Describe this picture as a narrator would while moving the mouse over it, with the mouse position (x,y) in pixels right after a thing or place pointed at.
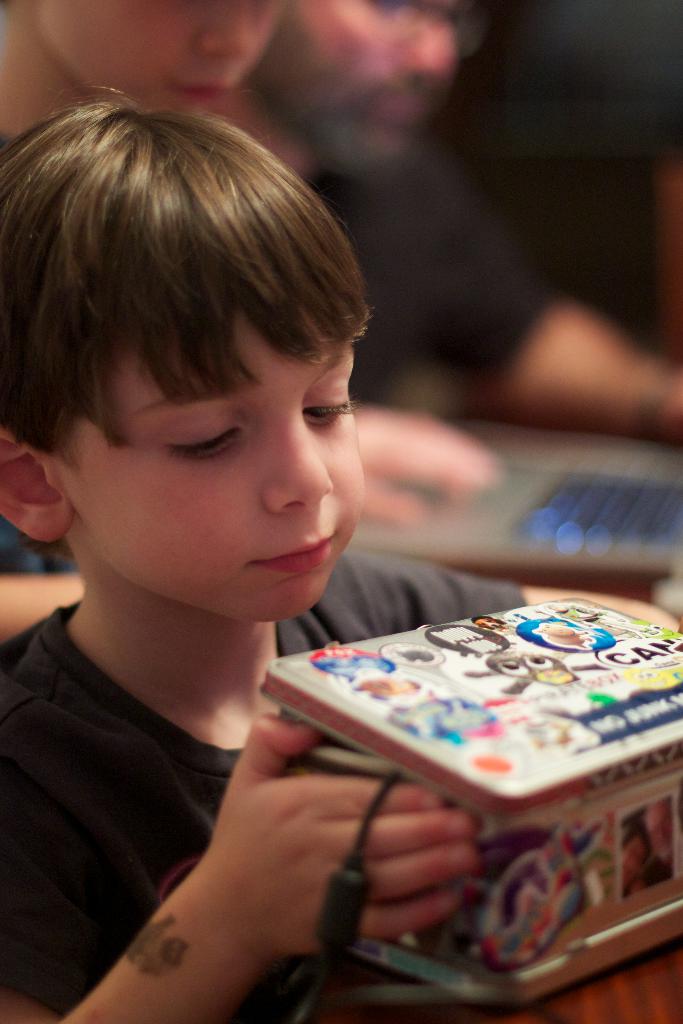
In this image I can see a boy (147,616) in the front (382,835) and I can see he is holding a box (576,613). I can also see he is wearing grey colour t shirt (160,746) and on the box (454,758) I can see number of stickers (461,685). In the background (454,314) I can see two persons (383,133), a laptop (596,456) and I can see this image is little bit blurry in the background (419,123).
